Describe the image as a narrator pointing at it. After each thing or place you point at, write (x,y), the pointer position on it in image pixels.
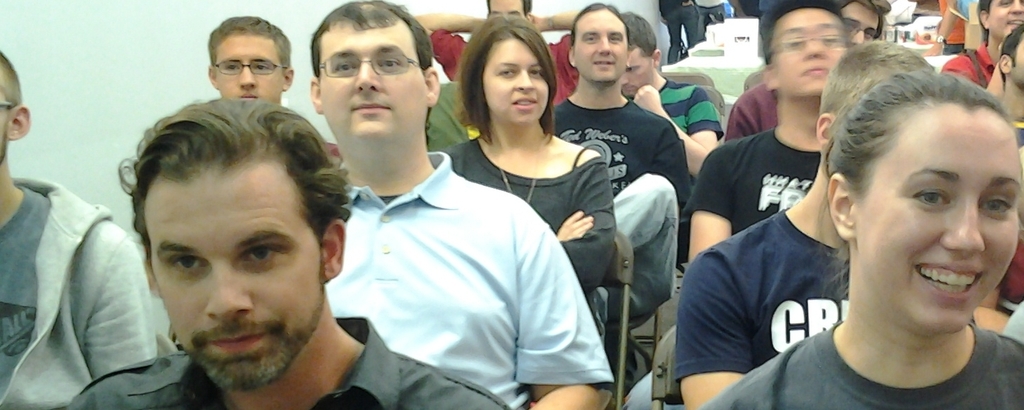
In this image, we can see persons (794,145) wearing clothes (826,388). There are some persons (720,169) sitting on chairs (664,331). There is a wall (129,103) in the top left of the image (106,66).
